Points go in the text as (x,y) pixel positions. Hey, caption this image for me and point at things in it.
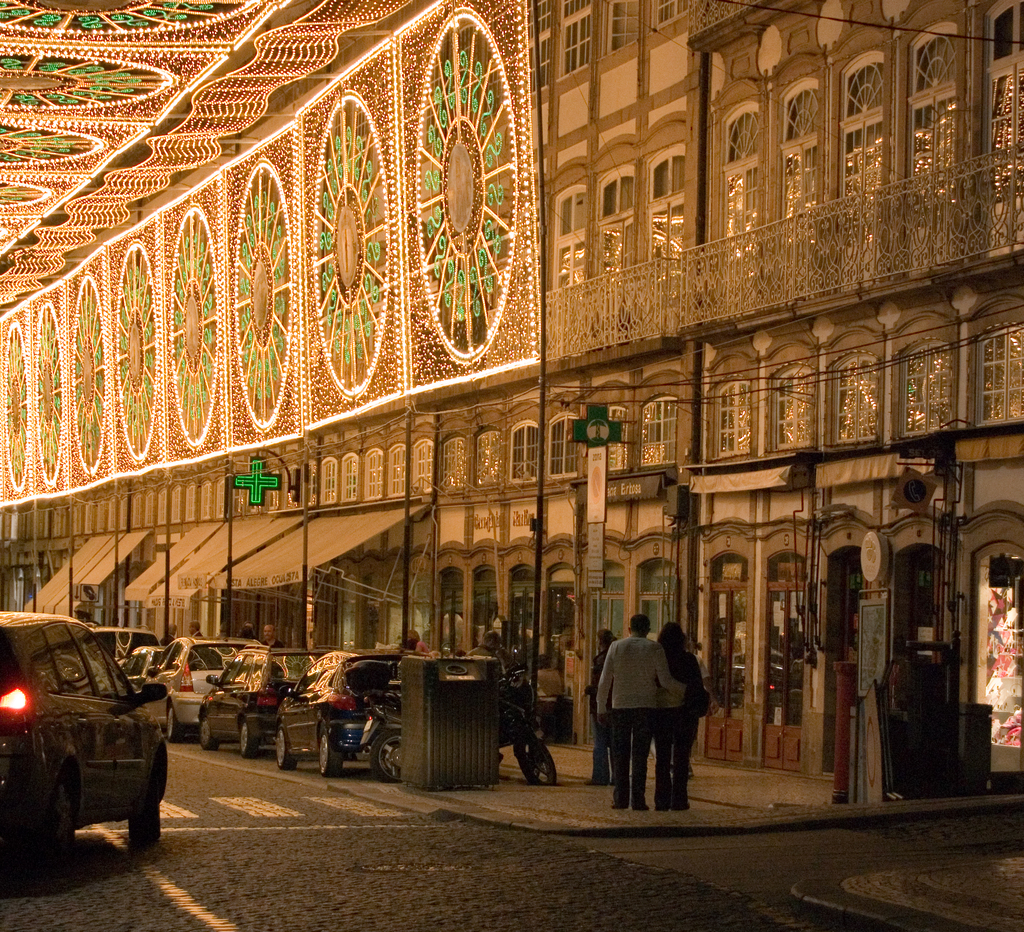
In this picture we can see some vehicles (234,726) on the path (190,822). On the right side of the vehicles (263,666) there is a dustbin (436,714) and some people (648,673) walking. On the right side of the people (640,685) there are buildings (618,464) with boards (259,488) and poles (33,547) with some decorative lights (273,274).
